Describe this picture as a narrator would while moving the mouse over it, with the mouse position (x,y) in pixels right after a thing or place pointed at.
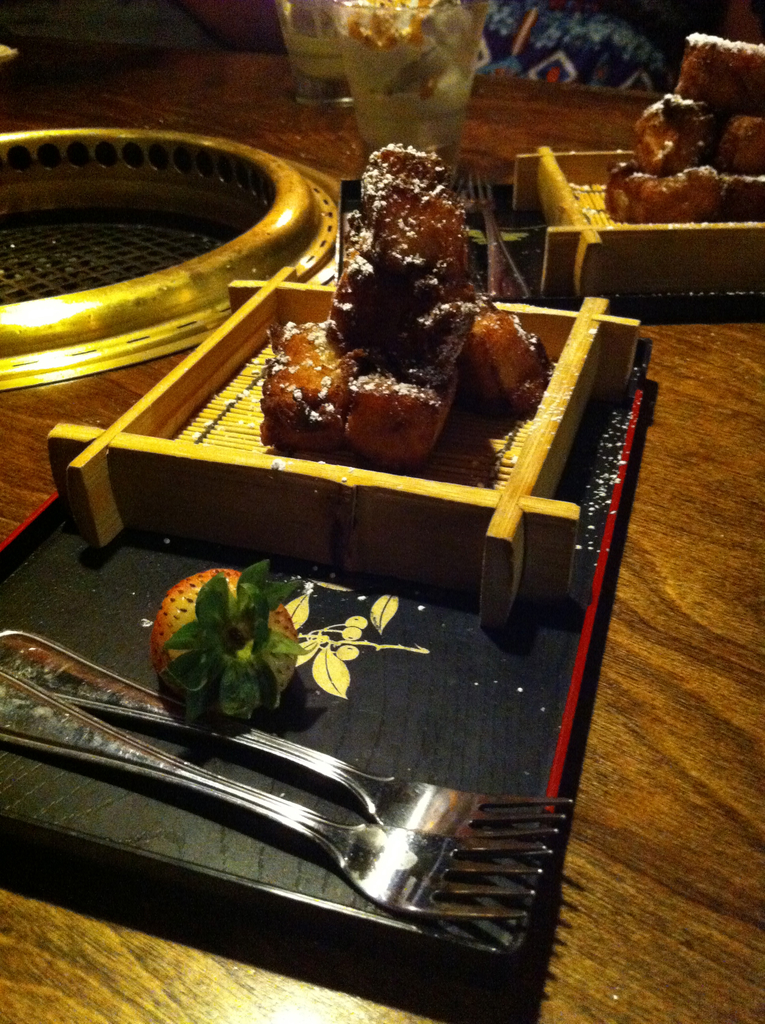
In the picture we can see a wooden table (499,1013) on it, we can see a tray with some food item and beside it, we can see two forks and behind it also we can see a tray (648,226) with some food item (752,131) on it and two glasses (422,111) and behind the table (644,1007) we can see a part of the person hand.
